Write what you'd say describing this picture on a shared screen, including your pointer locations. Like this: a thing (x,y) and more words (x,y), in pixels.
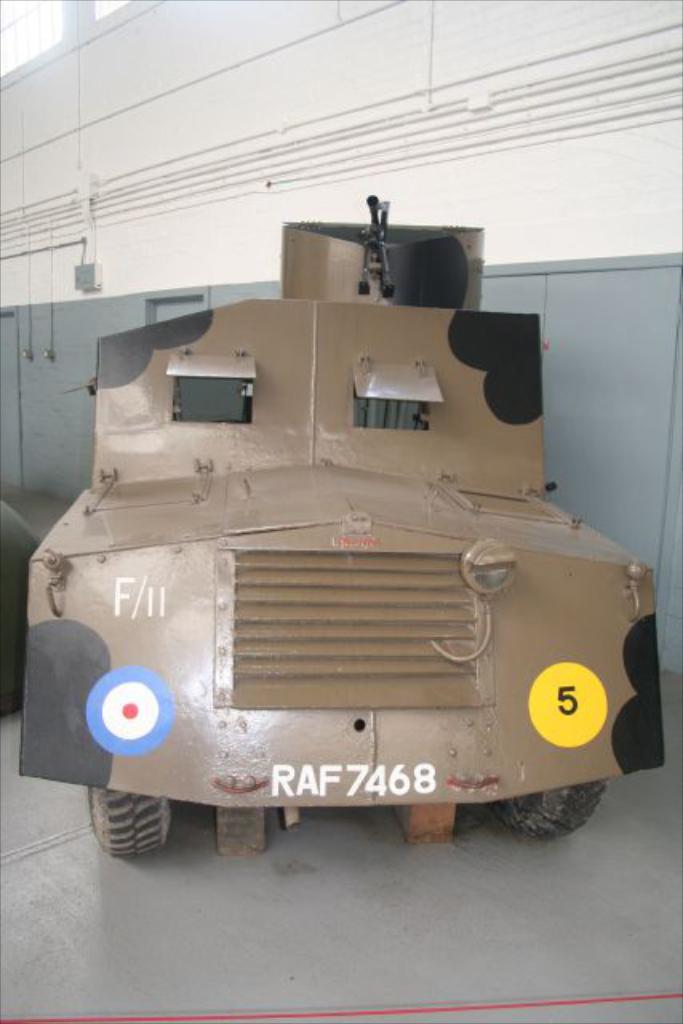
In this image we can see a vehicle (360,521) on the ground (256,899). In the background (249,205), we can see a wall (245,93) with box (100,272) and grille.
